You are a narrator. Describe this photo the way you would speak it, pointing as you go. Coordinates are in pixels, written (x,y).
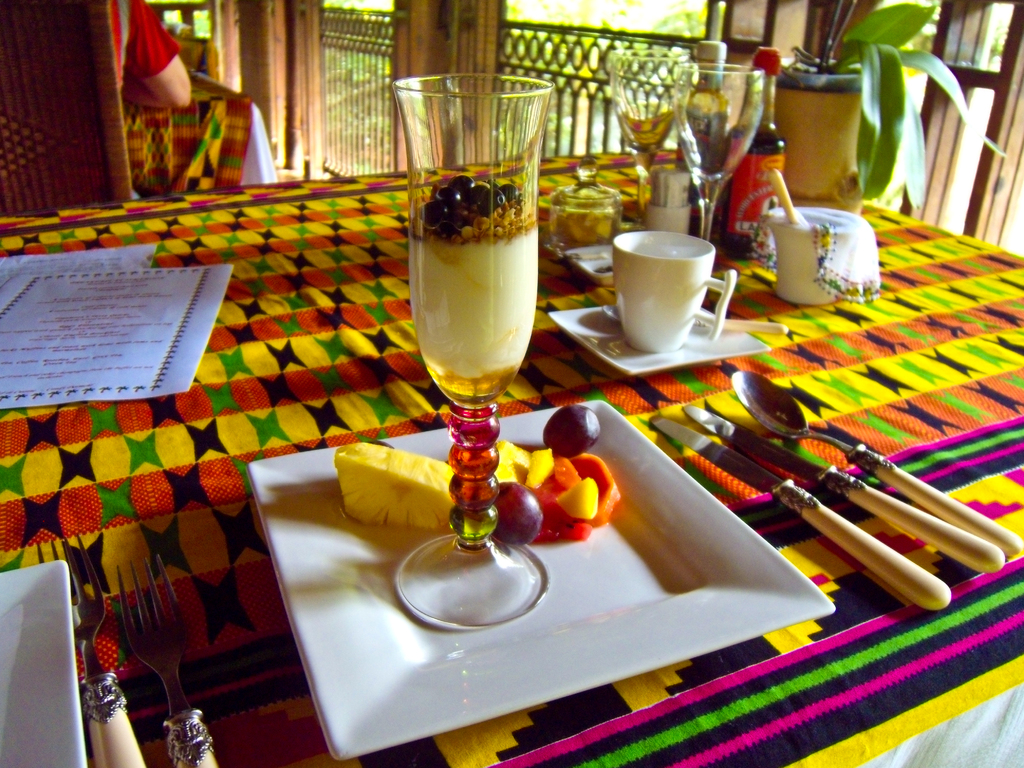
On this table (116,655) there is a glass (479,322), papers (127,276), cups (659,299), bottles (764,137) and plant (871,86). In this plate (727,551) and glass (456,377) there is a food (541,478). Beside this plate (731,538) there is a knife (797,467) and spoon (786,407). Far this person (151,65) is sitting on a chair (42,110).
